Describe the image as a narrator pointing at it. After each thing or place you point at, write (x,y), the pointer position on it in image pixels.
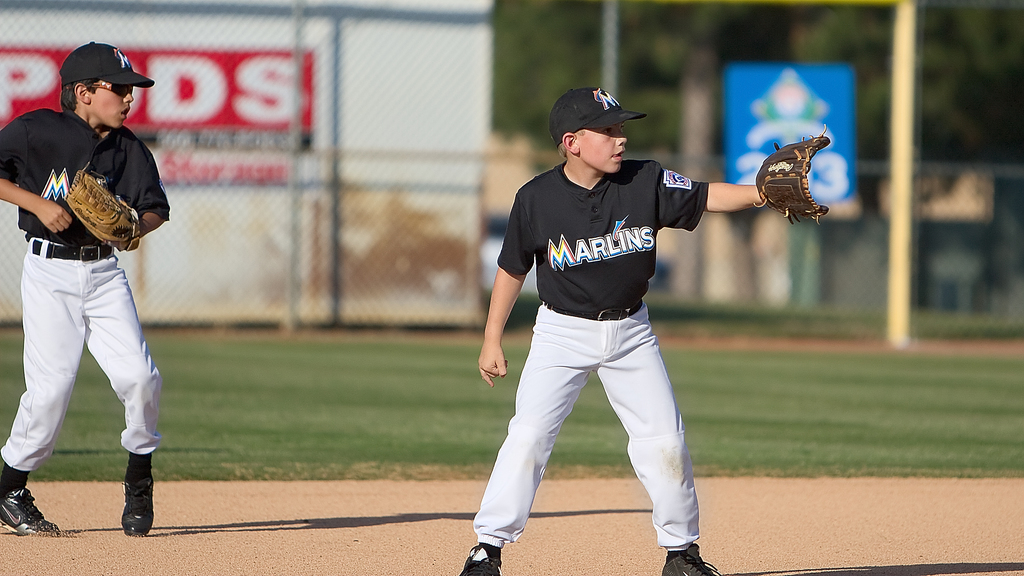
In the foreground (133,154), I can see two boys (120,344) are standing on the ground (430,501) and are wearing gloves (786,182) in their hand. In the background (298,324), I can see grass (318,347), fence (296,292), boards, poles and trees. This image might be taken during a day.
